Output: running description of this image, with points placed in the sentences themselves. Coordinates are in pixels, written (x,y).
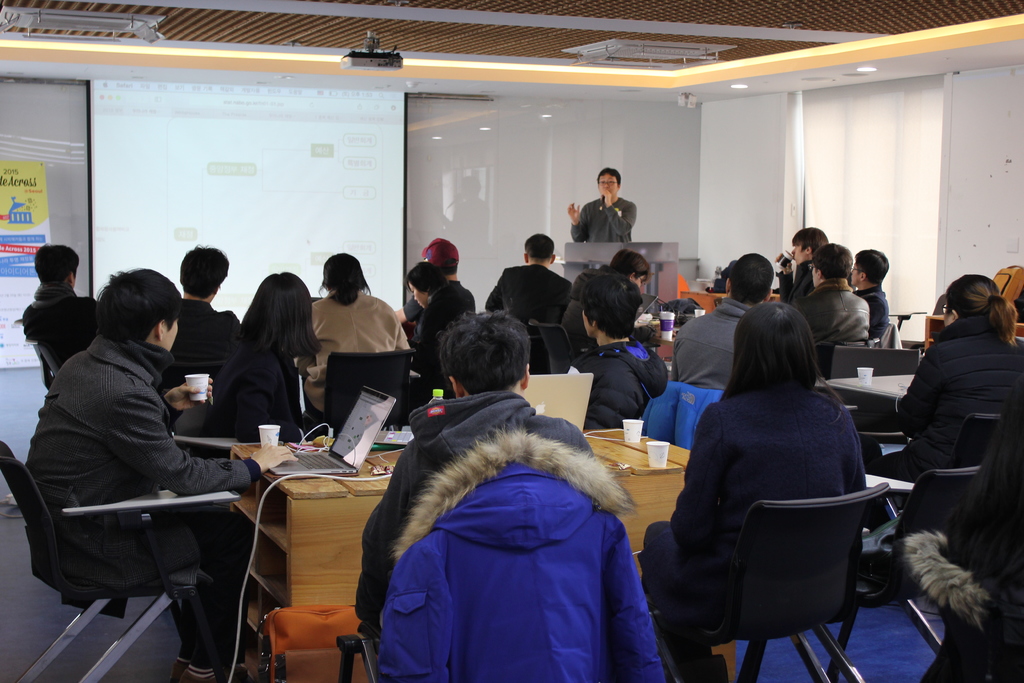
This is a picture of a presentation in a room (765,245), there are lot of people (869,279) sitting in the chairs (819,544) in the room (644,445). In the center (369,455) there is table (647,484), on the table (656,496) there are cups (663,453) laptops (357,443). In the center (592,238) background (609,176) there is a man (620,224) at the podium (587,256) standing and talking. To the top right (852,168) there is a window (852,189). In the center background (152,181) there is a screen (165,178). In the left (20,246) there is a hoarding (7,262). On the top (390,61) there is a projector (360,56).
